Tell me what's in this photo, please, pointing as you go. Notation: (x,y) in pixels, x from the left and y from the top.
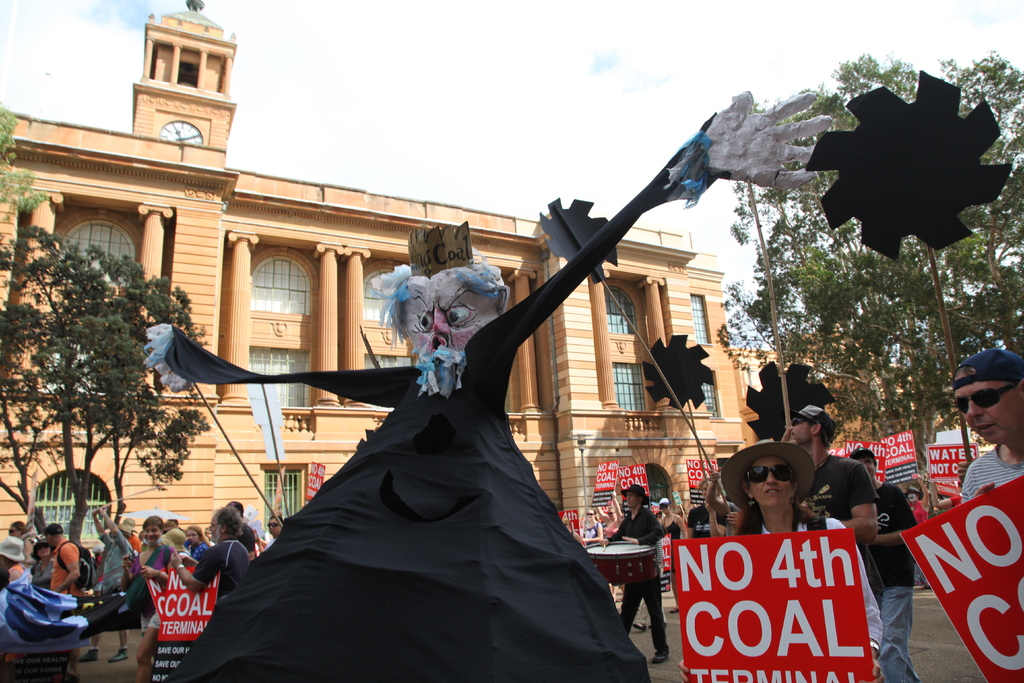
In the picture you can see a person (234,680) in the different costume (433,510), people (783,528) holding placards (999,606) and walking on the road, this person (633,504) is playing drums (633,565), we can see trees (961,251), building (769,355) and the sky (514,145) in the background (560,142).
